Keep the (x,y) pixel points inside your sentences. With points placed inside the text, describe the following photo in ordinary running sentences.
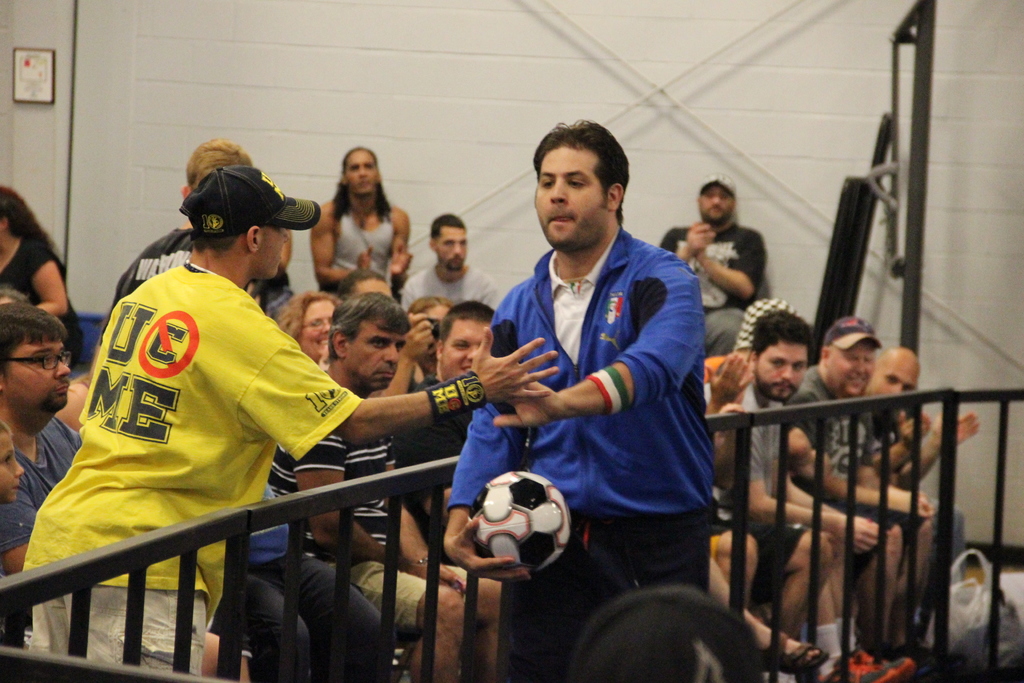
This picture shows a man (560,422) holding a ball (563,507) in his hand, giving high five to the another man (182,384) wearing a hat (193,224). In between them there is a railing (824,429). In the background (745,381) there are some people (379,357) sitting. And we can observe a wall (264,74) here.
